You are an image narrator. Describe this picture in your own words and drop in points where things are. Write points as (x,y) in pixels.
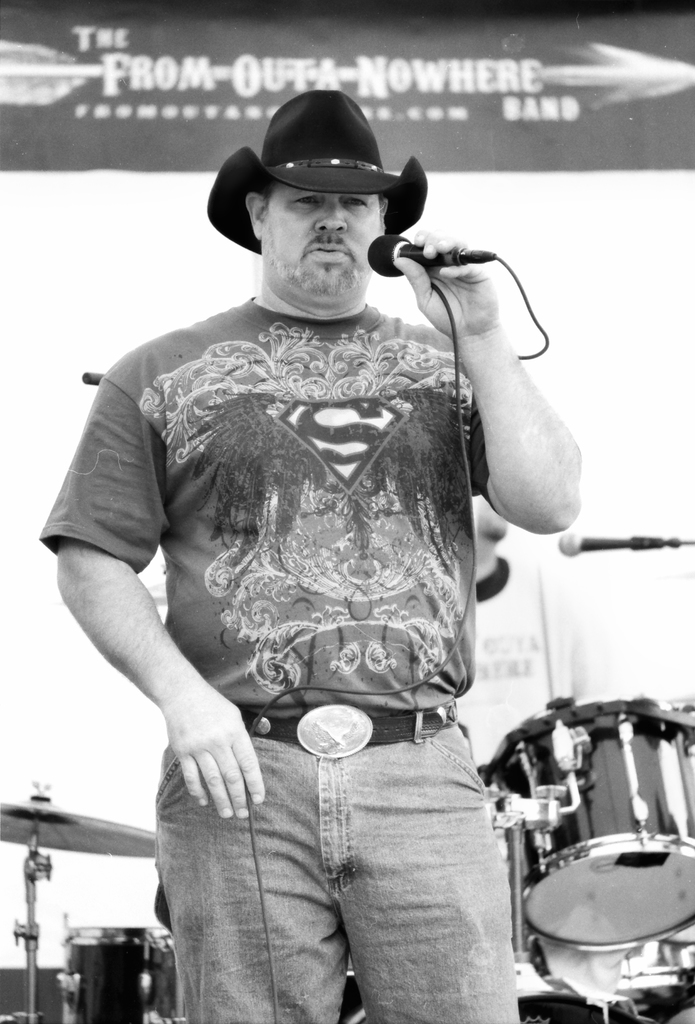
A man (432,253) is holding microphone (434,262) wearing clothes (341,480) and hat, these are musical instruments (646,782).
